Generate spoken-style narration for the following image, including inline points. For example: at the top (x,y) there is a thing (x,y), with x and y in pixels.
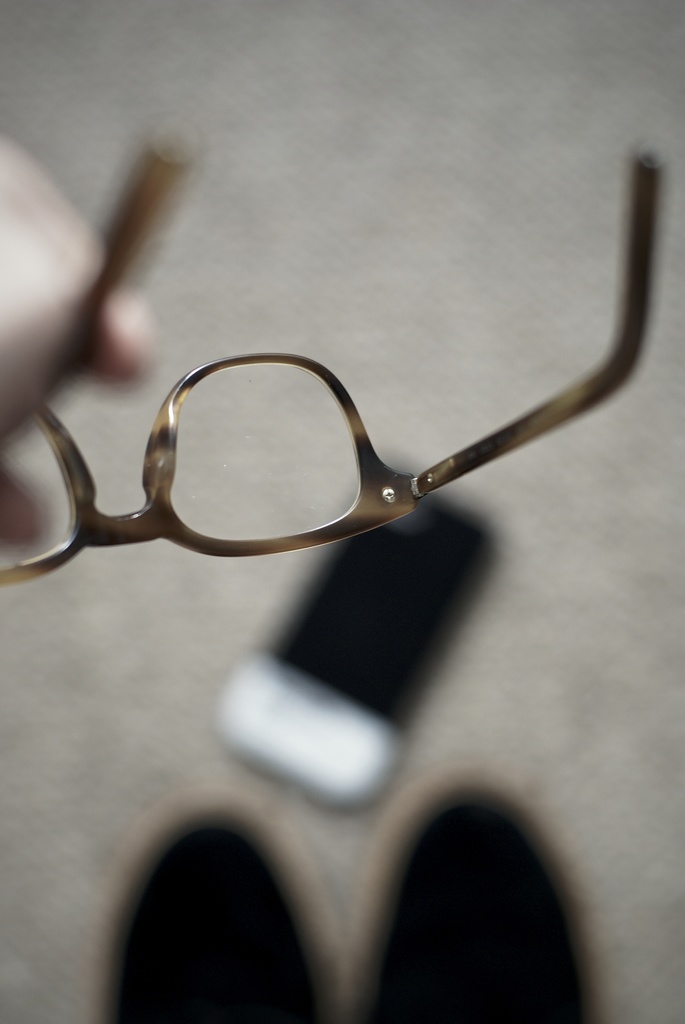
In this image it seems like there is one human hand (56,294) is holding a specs (236,464) we can see on the left side of this image (7,351) and it seems like there is a mobile phone (313,677) kept on the floor (491,664) is in the middle of this image (341,664).
